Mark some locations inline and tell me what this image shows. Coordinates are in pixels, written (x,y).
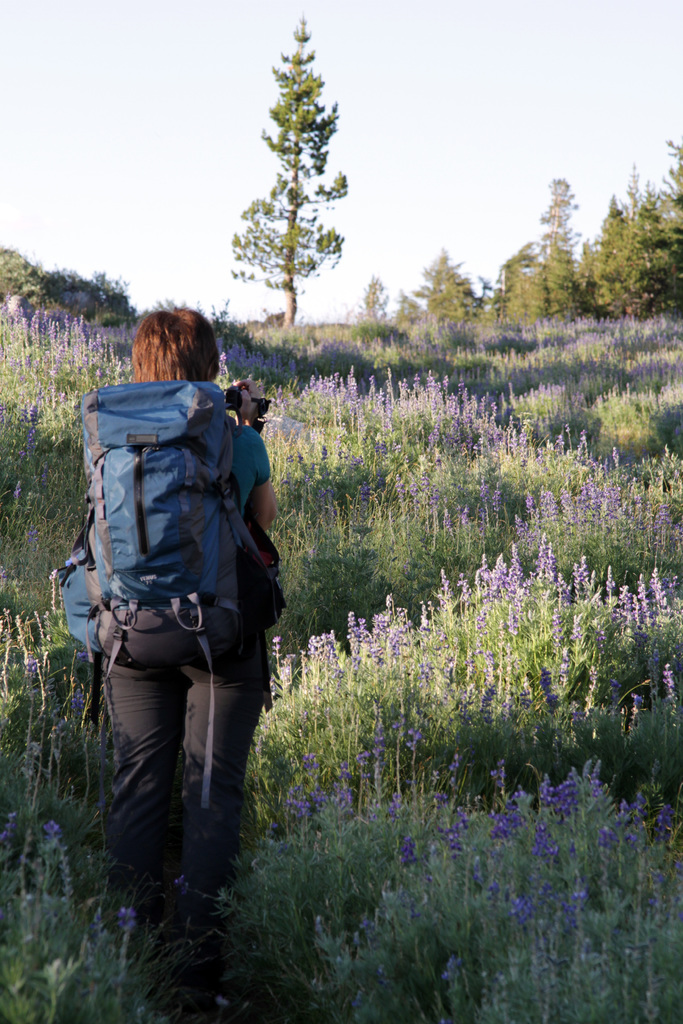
This is the picture of a person (155,456) wearing backpack (137,467) and holding a camera (228,401) and taking the picture of the garden (372,456) in which there are some plants (495,646), flowers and some trees (443,268).
